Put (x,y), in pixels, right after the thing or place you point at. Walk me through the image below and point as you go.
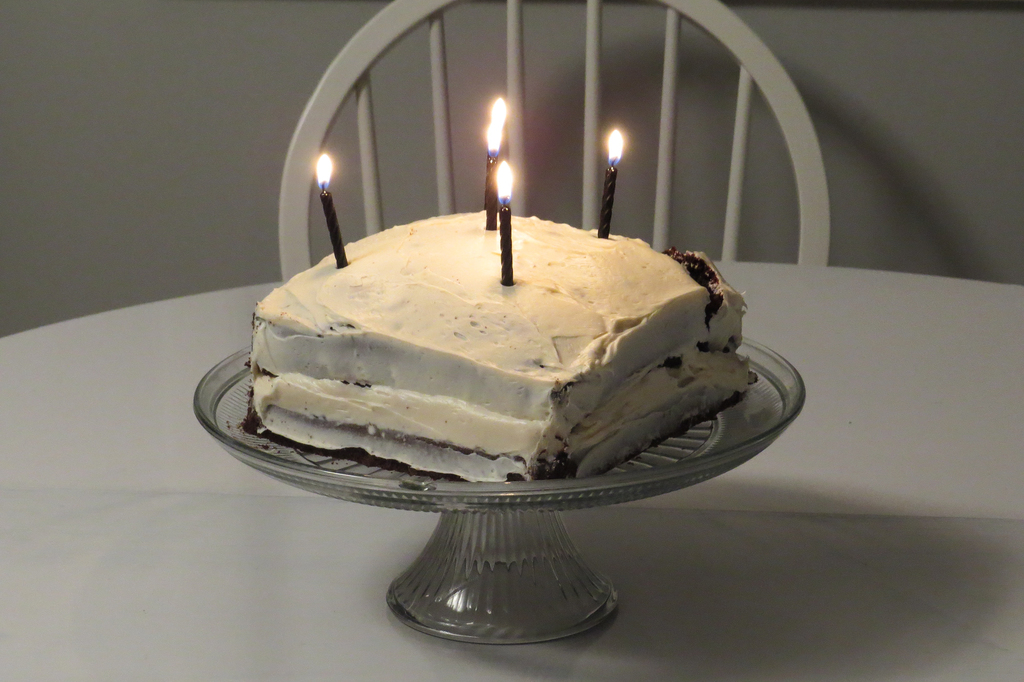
In this picture I can see a table (22,355) in front (138,365), on which I can see a glass thing (219,402) and I see a cake (408,334) on which there are 5 candles (326,213). In the background (272,248) I can see the wall (421,195) and a white color chair (667,100).
